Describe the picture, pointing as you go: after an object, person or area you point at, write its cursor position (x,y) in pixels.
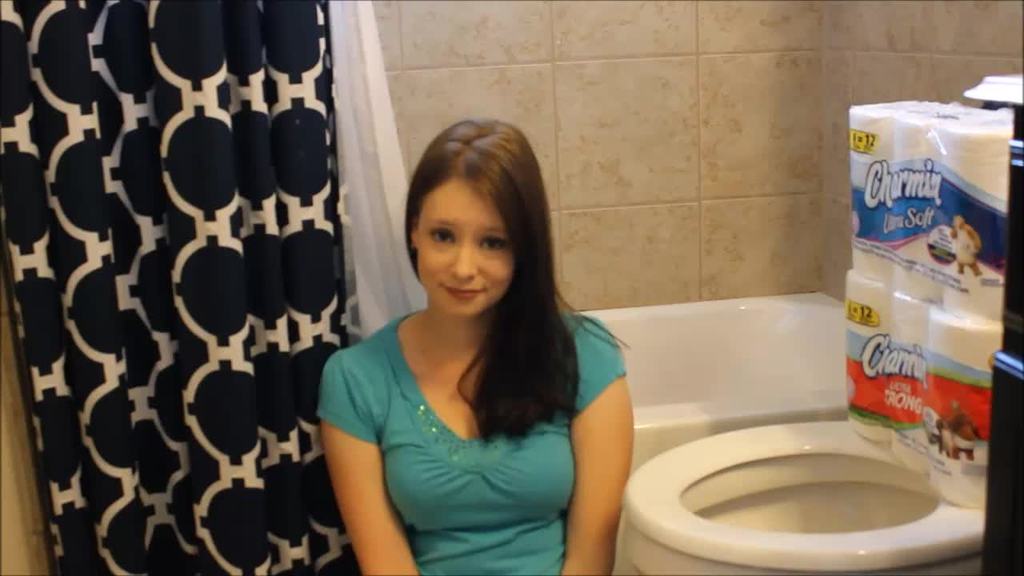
In the center of the image (518,335) we can see a lady (473,518) sitting. On the right (747,446) there is a toilet seat (743,465) and we can see tissue rolls (929,236) placed on the seat (960,531). On the left (265,522) there is a curtain (165,361). In the background (737,385) we can see a bathtub (726,355) and a wall (759,204).
